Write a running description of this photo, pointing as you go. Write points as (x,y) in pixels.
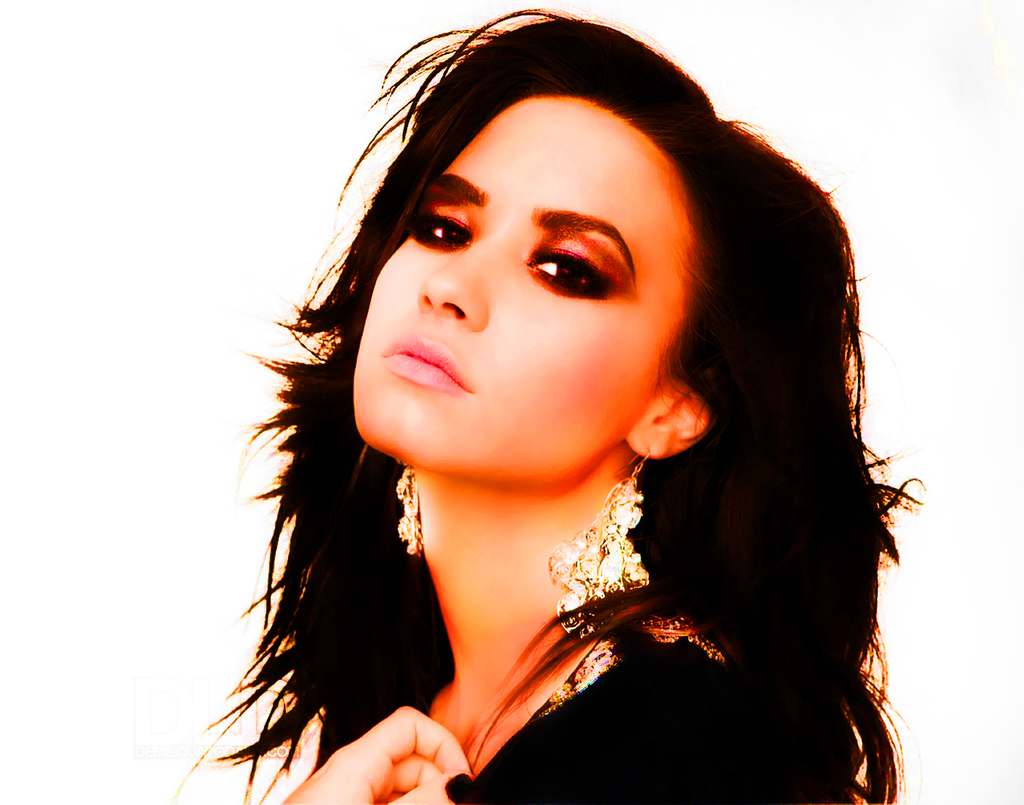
In this image there is a lady (795,324), in the background (928,649) it is white.
